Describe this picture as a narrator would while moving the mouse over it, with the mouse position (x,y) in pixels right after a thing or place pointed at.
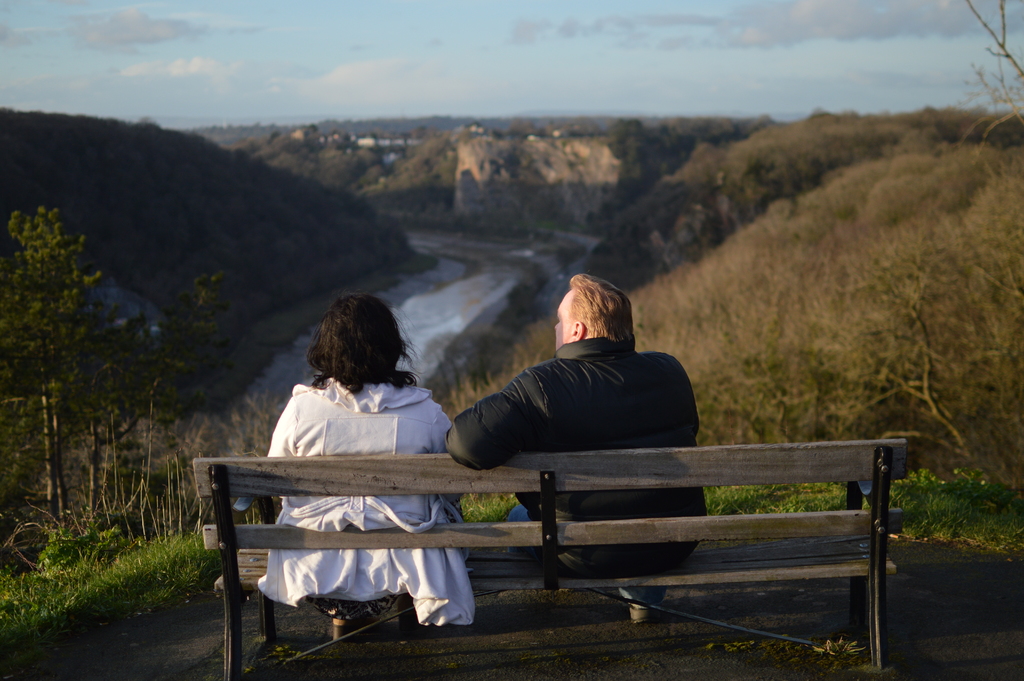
There is a couple (320,336) sitting on this wooden chair (851,518). This is a sky (309,102) with clouds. This is a landscape (299,269).
